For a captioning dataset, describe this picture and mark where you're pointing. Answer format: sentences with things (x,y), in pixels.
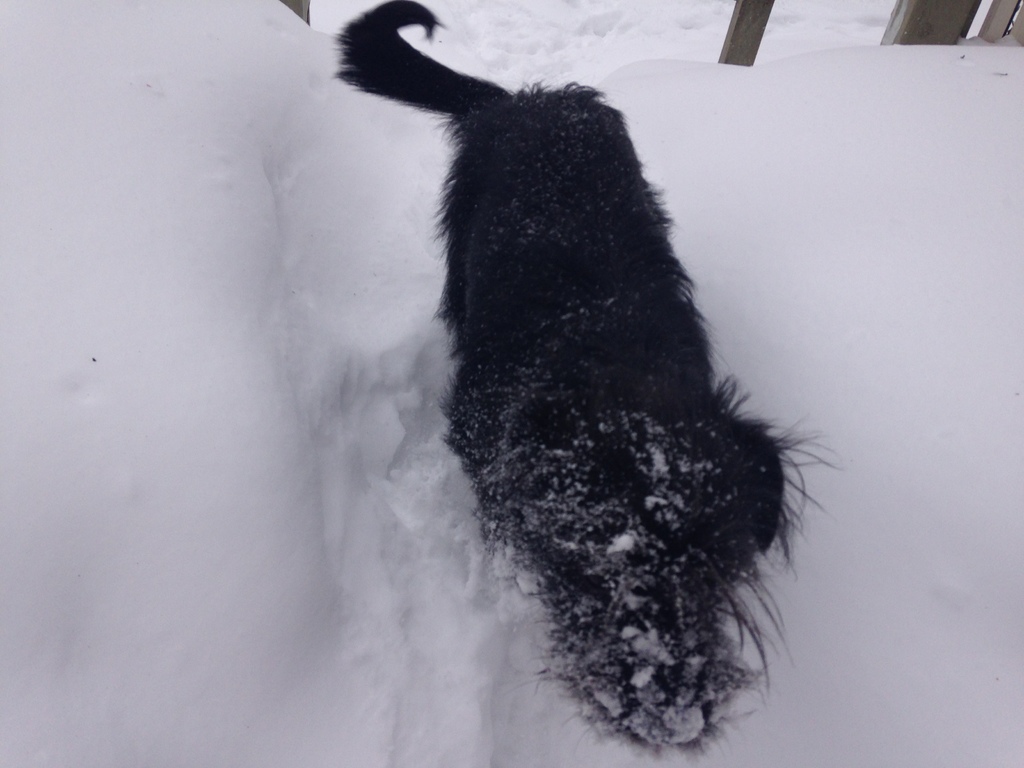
In this image, I can see a black dog (528,498) in the snow (447,520). At the top of the image (737,42), I think these are the wooden sticks (933,27).
